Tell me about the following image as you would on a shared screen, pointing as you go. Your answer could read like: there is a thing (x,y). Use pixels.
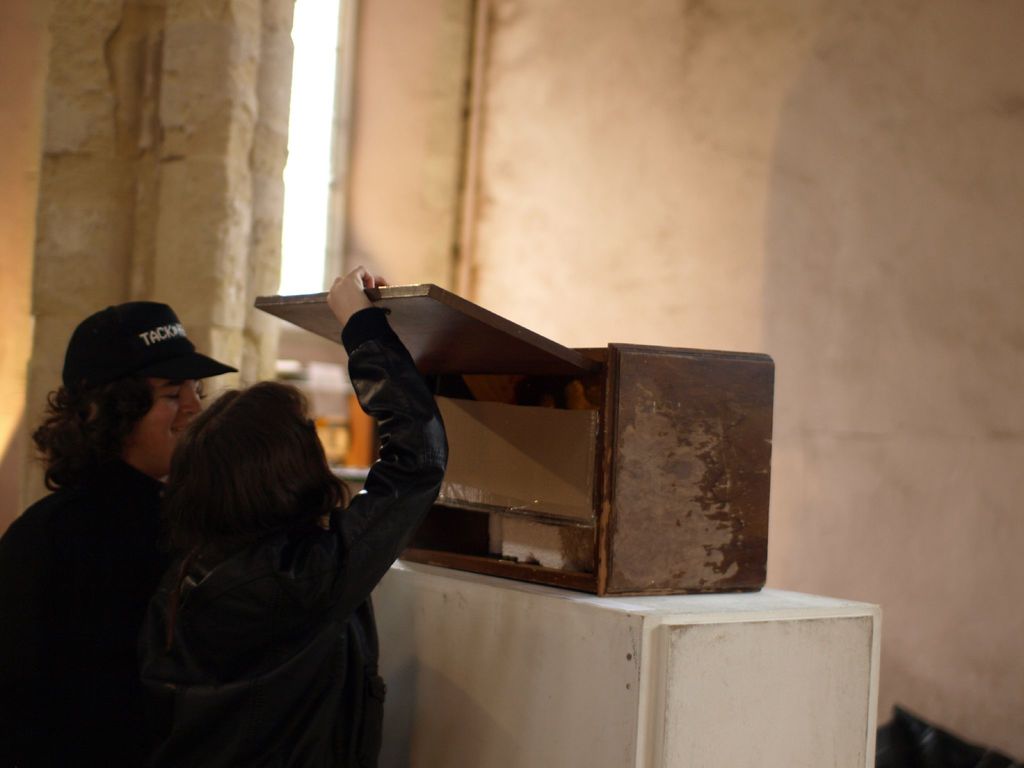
In this image we can see two people (127,509). In the center (669,394) there is a wooden box (580,562) placed on a pedestal (664,630). In the background (676,196) there is a wall (733,179) and window (312,160).
